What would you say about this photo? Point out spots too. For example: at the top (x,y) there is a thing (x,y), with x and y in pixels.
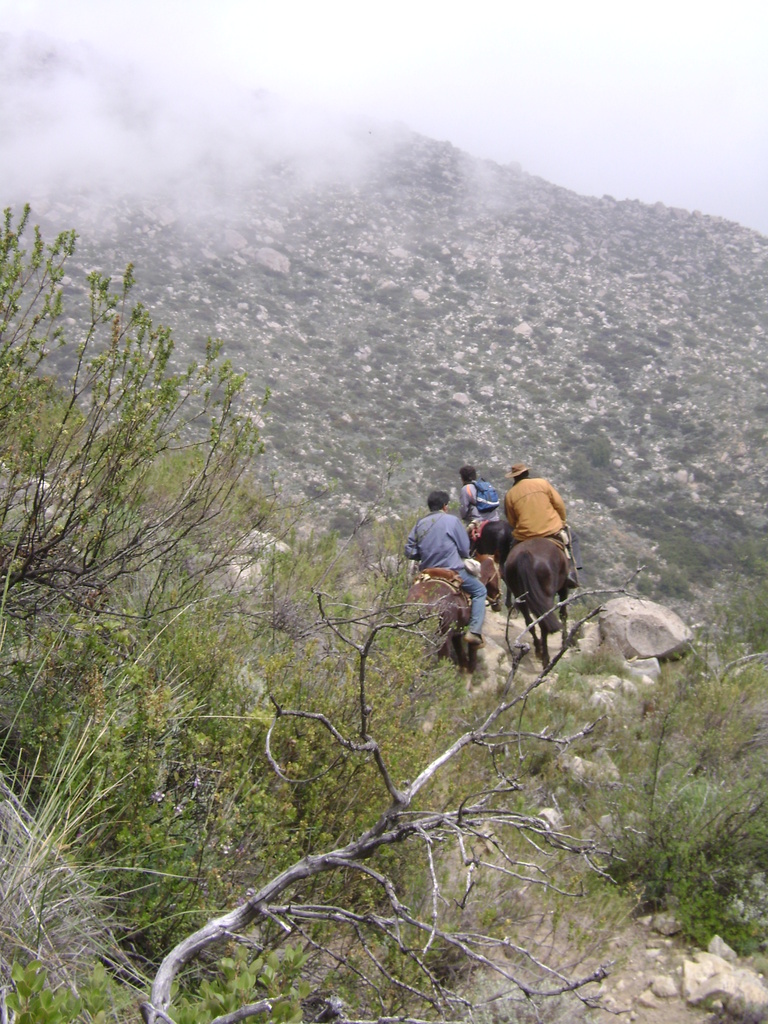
In this image we can see a group of people (515,510) riding on a horse (530,539) on the ground (598,646). In the background (332,249), we can see a group of trees (621,810), mountain (739,579) and sky (550,84).
